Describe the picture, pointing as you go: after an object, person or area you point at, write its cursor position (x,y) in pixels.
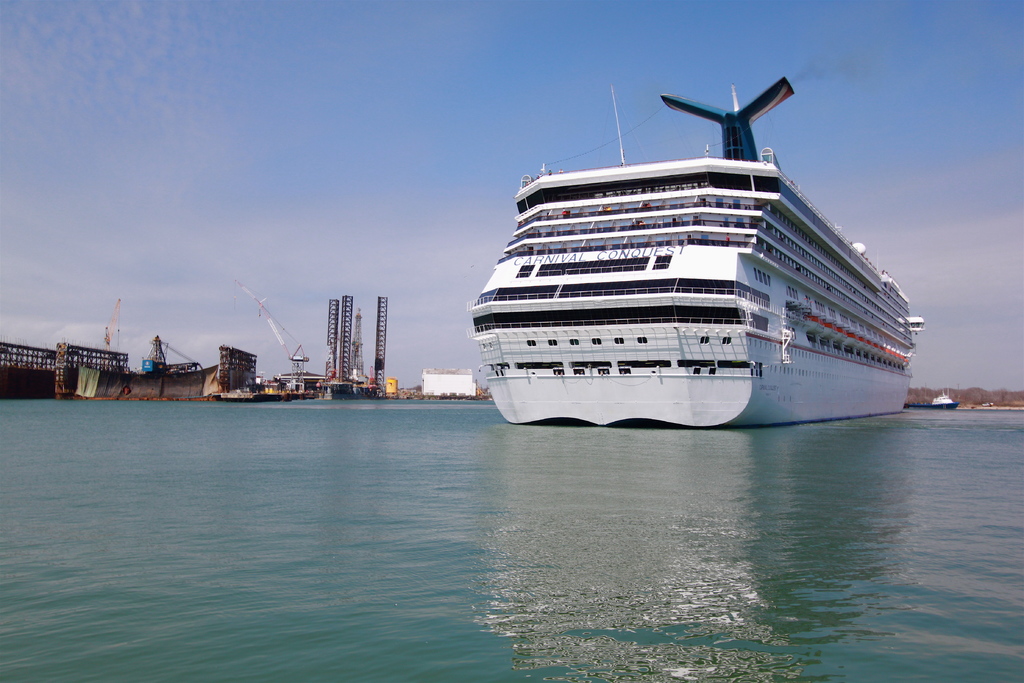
In this image there is a ship (761,337) in the center (672,306) with some text (600,259) written on it which is white in colour. On the left side (219,365) in the background (357,360) there are buildings (229,365), towers (344,358) and there is a boat (947,401) behind the ship (874,389) and there are dry trees (928,399) and the sky (455,121) is cloudy.
